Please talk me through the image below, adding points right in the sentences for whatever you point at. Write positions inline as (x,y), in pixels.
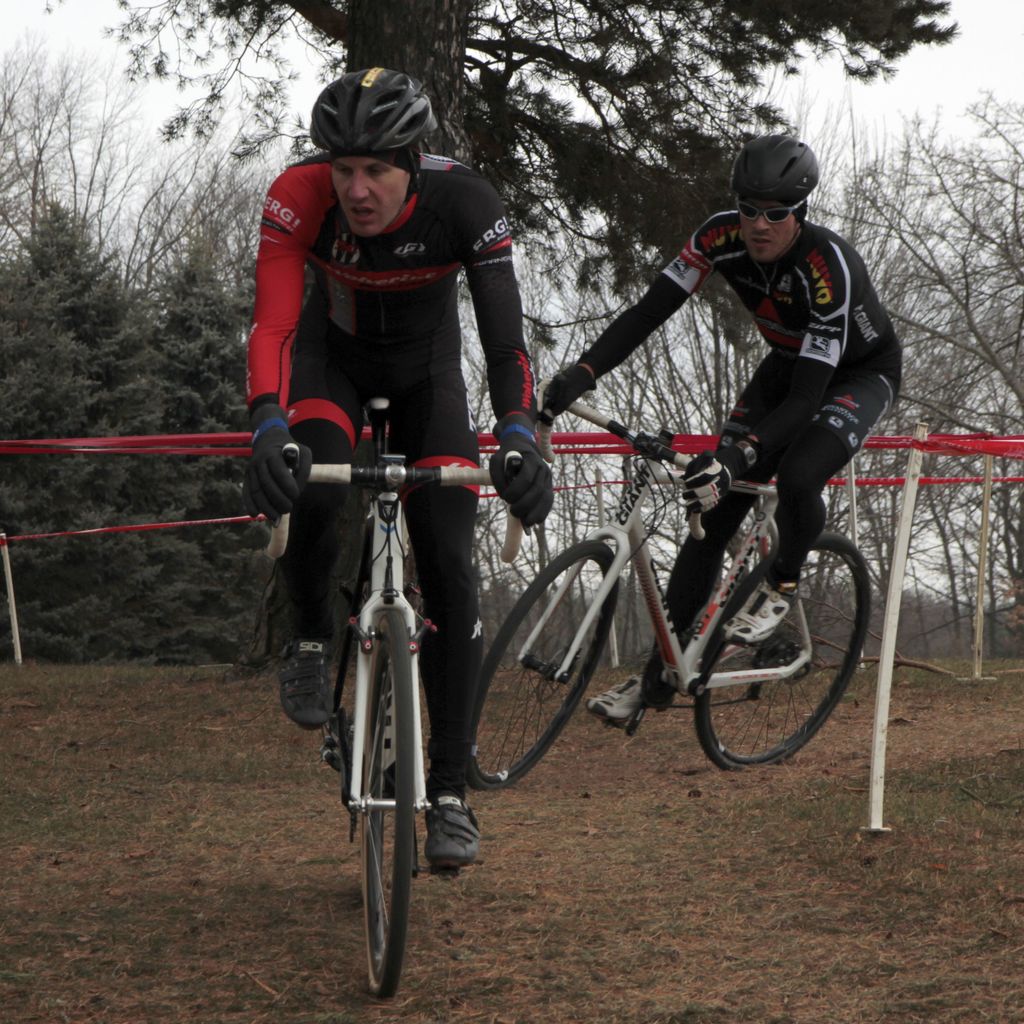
In this picture we can see two people (799,450) on the bicycles (512,537). There are red color tapes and stands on the path (829,739). Few trees (19,477) are visible in the background (1015,572).
